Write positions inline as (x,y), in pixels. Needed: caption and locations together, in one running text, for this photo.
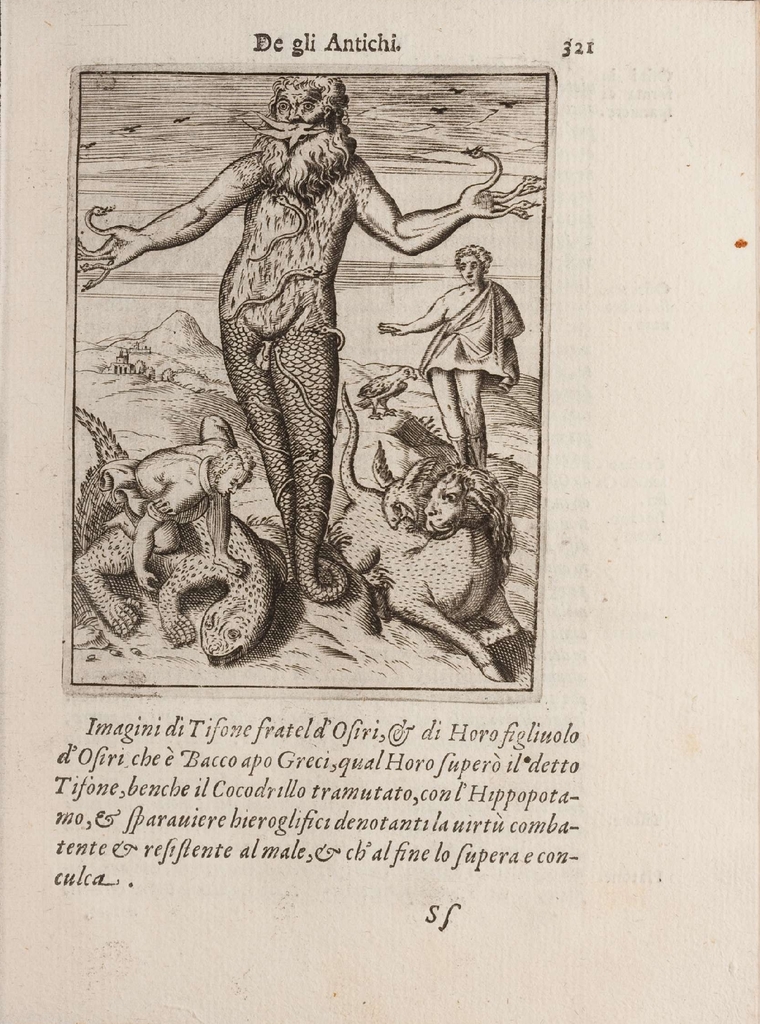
In this image we can see a paper (454,694). In the center of the image (473,358) there are people (491,331) and animals (404,590). In the background (155,343) there are hills (172,331). At the top (377,48) and bottom there is text (351,854).
